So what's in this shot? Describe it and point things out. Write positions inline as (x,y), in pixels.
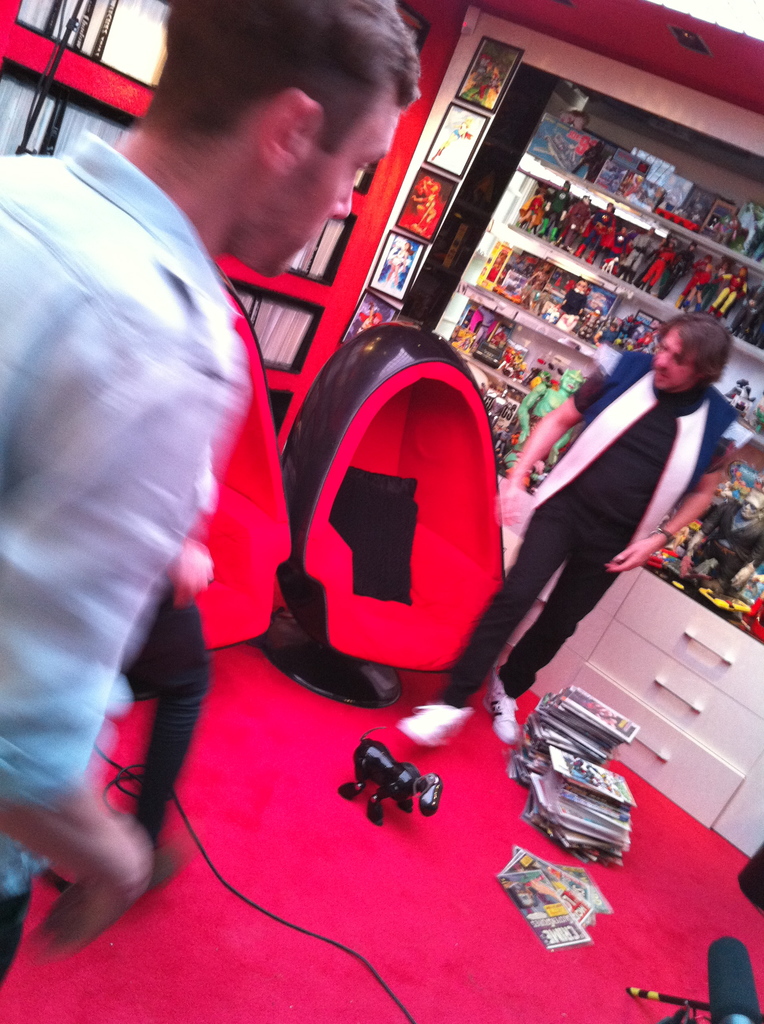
On the left side of the image (148,405) there is a person (148,421), in front of the person (134,418) there is another person's leg (183,626), beside him there are two empty chairs (436,494), beside the chairs (443,500) there is another person (507,492) standing, in front of him on the floor (468,822) there are some objects (562,828), behind him there are cupboards (623,604) and there are some objects (549,286) on the shelves (549,246) and there are photo frames (394,247) on the wall (417,126).
